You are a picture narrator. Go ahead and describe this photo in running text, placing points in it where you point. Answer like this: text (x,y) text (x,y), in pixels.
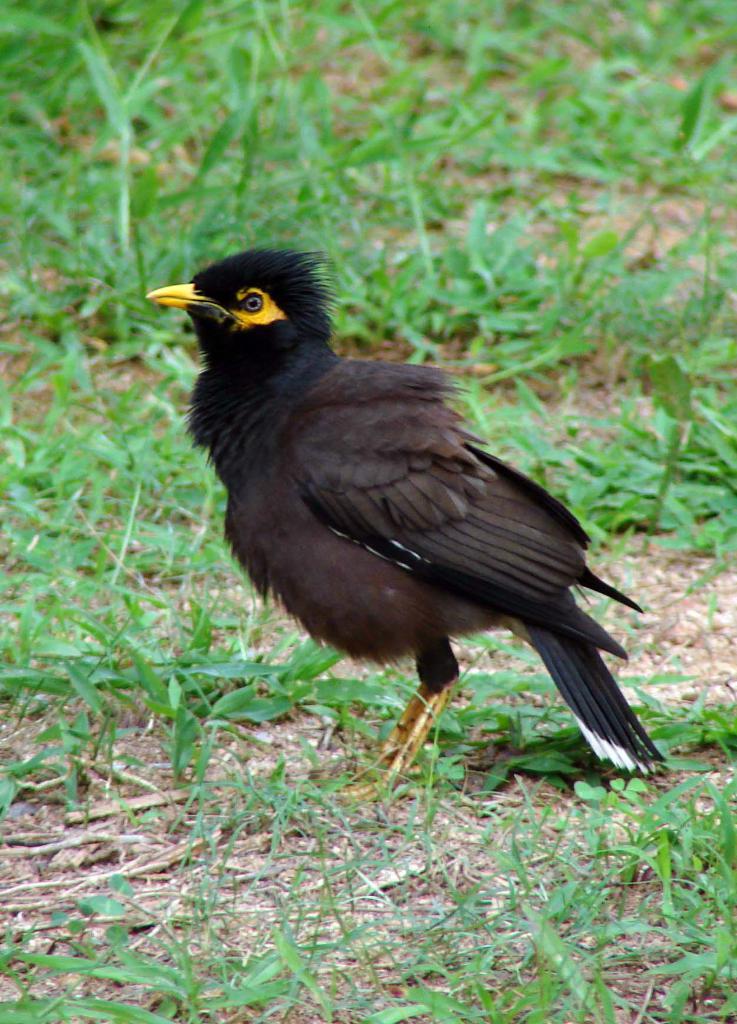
In the center of the image (371,395) there is a bird (352,523). At the bottom of the image (444,914) there is grass (374,872).
